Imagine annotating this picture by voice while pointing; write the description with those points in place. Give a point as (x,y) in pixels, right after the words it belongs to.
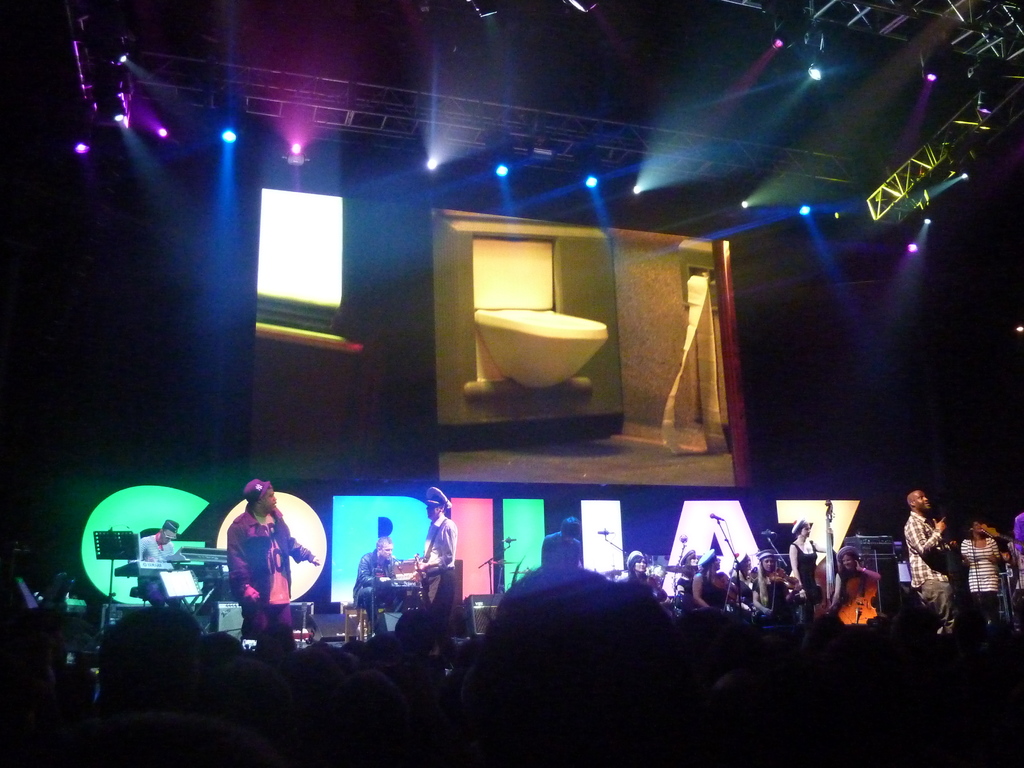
This picture might be taken in a concert, in this image in the center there are some people (980,564) who are standing some of them are holding mikes (490,564) and singing and some of them are playing some musical instruments (217,556). At the bottom (750,648) there are some people (454,648) and on the top of the image (421,247) there is a screen (398,333) and some lights (301,152) and some poles (327,89).
